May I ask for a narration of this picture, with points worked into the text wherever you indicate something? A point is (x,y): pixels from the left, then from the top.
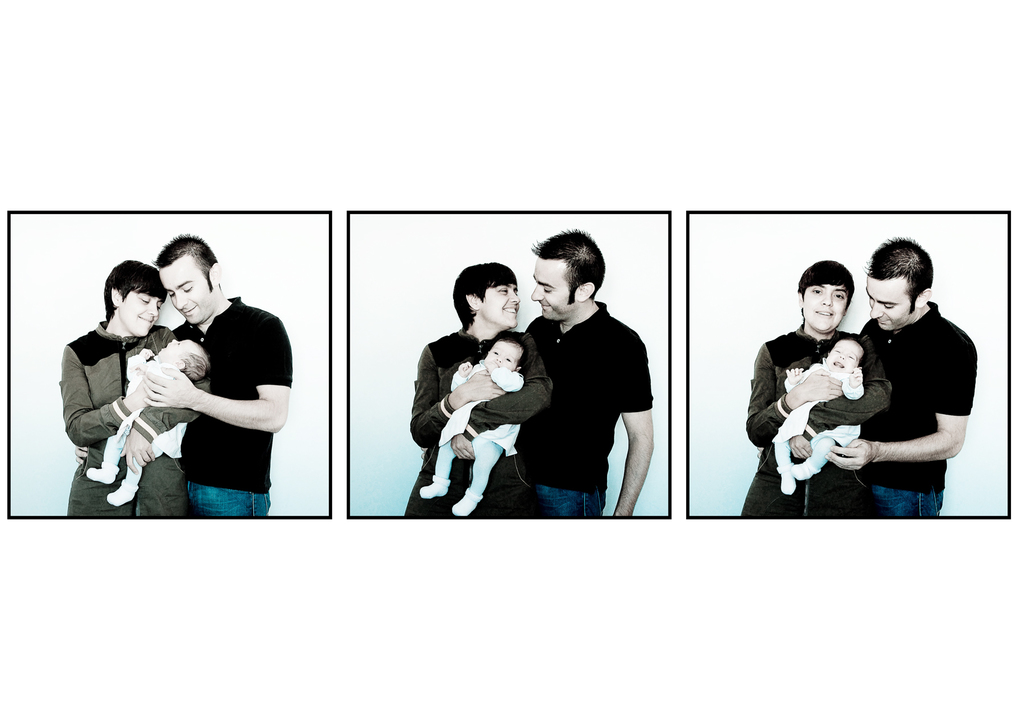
In this picture we can see a collage picture, here we can see three people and in the background (871,614) we can see it is white color.
